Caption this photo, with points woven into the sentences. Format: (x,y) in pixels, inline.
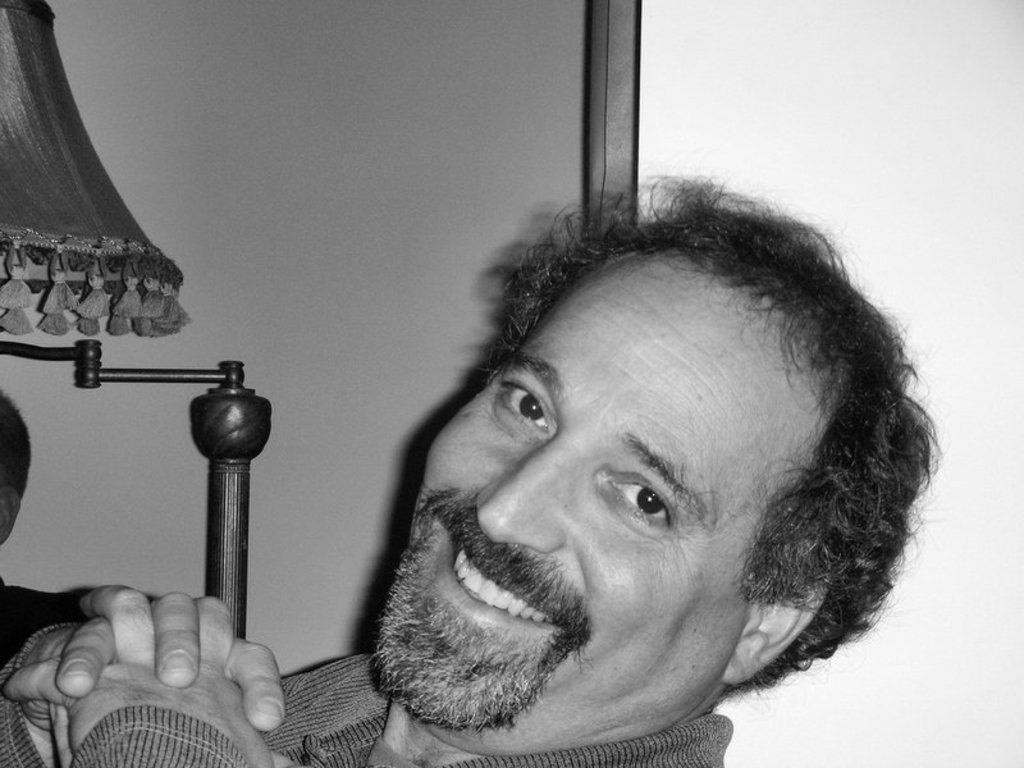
In this picture I can observe a man (248,702). This man (456,460) is smiling. This is a black and white image. On the left side (35,221) I can observe a lamp (47,225).
